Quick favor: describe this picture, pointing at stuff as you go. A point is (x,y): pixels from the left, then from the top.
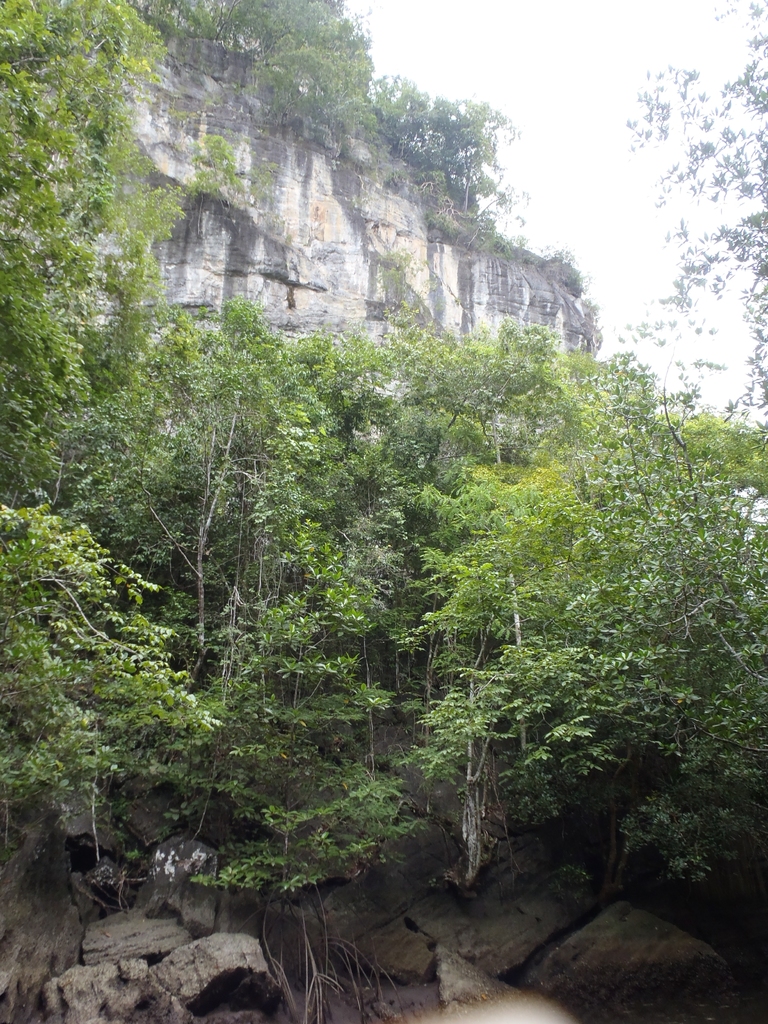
In this picture I can see the mountains (166,261). In the center (447,521) I can see many trees (444,354). In the top right (574,32) I can see the sky (610,84). At the bottom (33,884) I can see some stones (395,882).
